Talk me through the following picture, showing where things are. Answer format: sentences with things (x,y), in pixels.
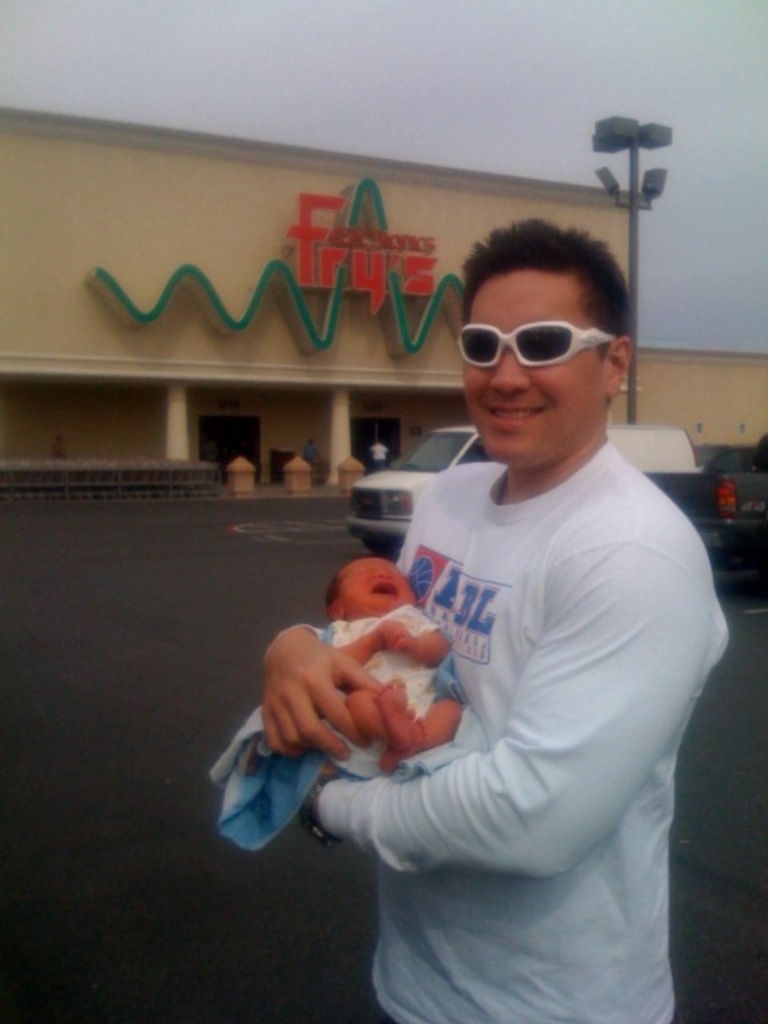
In this image we can see a man (306,718) carrying a baby (362,668). Behind the man (438,514) we can see vehicles (376,502), building (235,210), person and a pole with lights (658,184). On the building (295,357) we can see the design (432,301) and text (381,266). At the top (415,115) we can see the sky (441,102).
